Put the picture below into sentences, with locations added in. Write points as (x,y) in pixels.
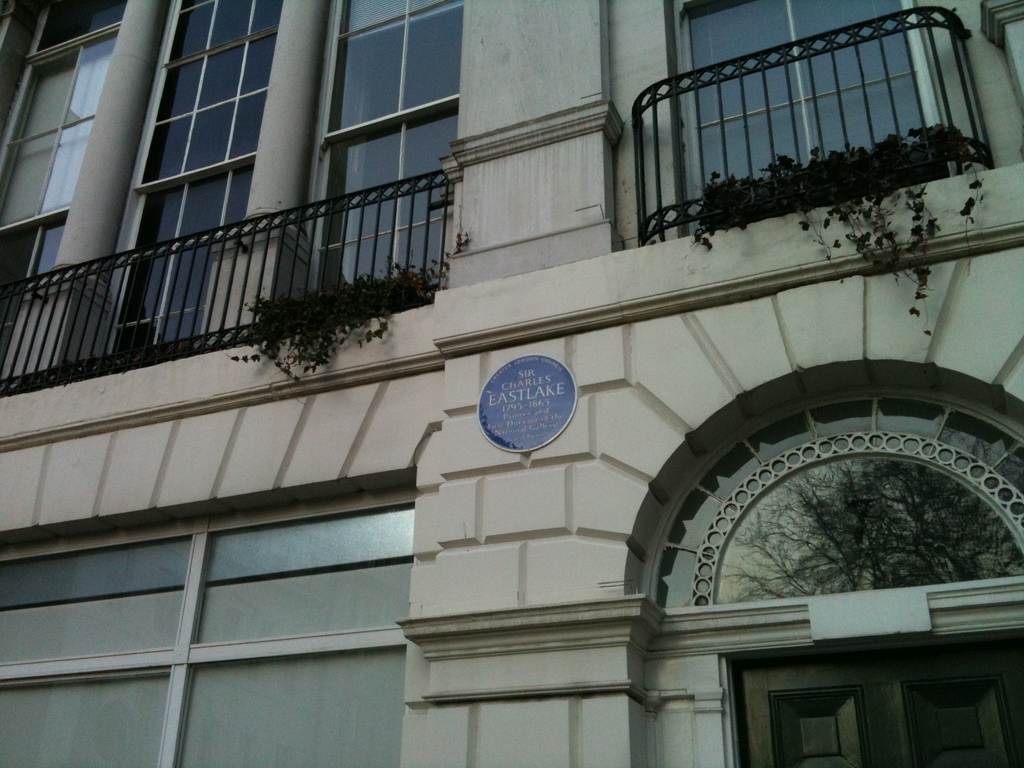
In this image, we can see a building (459,278), walls (470,270), pillars (285,195), glass objects (434,164), board (552,416), door (982,743), plants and railings (332,260).
